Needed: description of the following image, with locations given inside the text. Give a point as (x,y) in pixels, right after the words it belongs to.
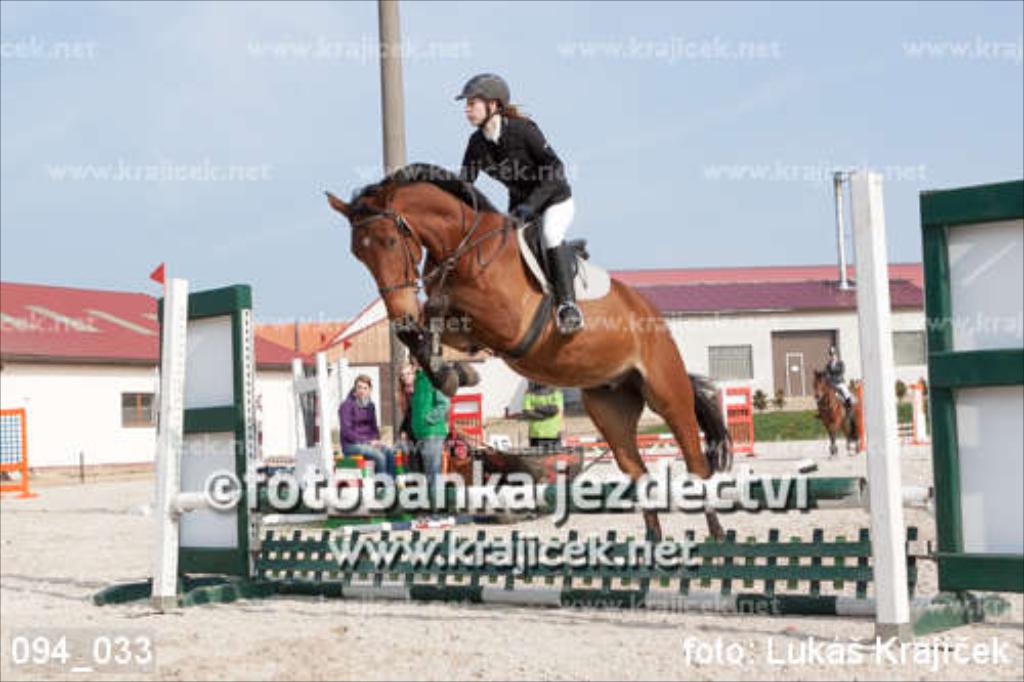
In this picture, we see a woman (516,133) is riding the horse (448,251). On either side of the horse (403,252), we see the poles (867,206) and the boards (948,472) in white and green color. At the bottom (145,479), we see the road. In the middle (347,450), we see the poles (333,450) and the people (393,472) are standing. On the left side (269,368), we see an orange color stand (6,415) and a building (29,399) in white and red color. In the background (790,419), we see the plants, grass (802,421) and a man (834,385) is riding the horse (830,425). There are buildings (763,362) in the background (655,277). At the top (761,152), we see the sky (96,219).
